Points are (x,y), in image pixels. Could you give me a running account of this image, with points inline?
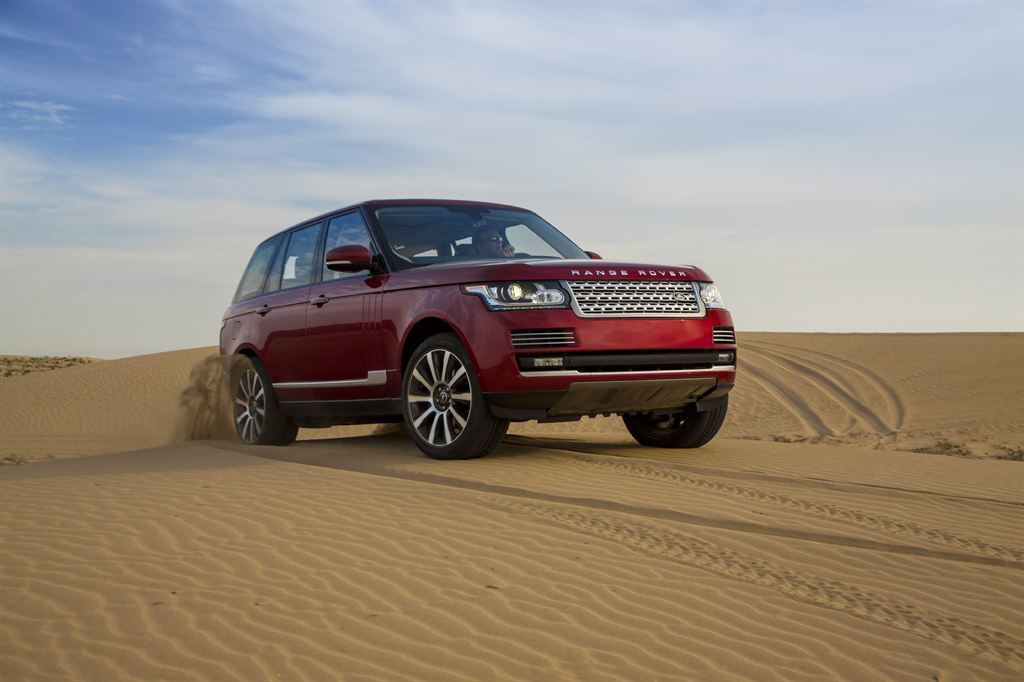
In this image we can see a car (511,235) on the sand surface (916,385) and a person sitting inside it. On the backside (559,206) we can see the sky (884,331) which looks cloudy.
